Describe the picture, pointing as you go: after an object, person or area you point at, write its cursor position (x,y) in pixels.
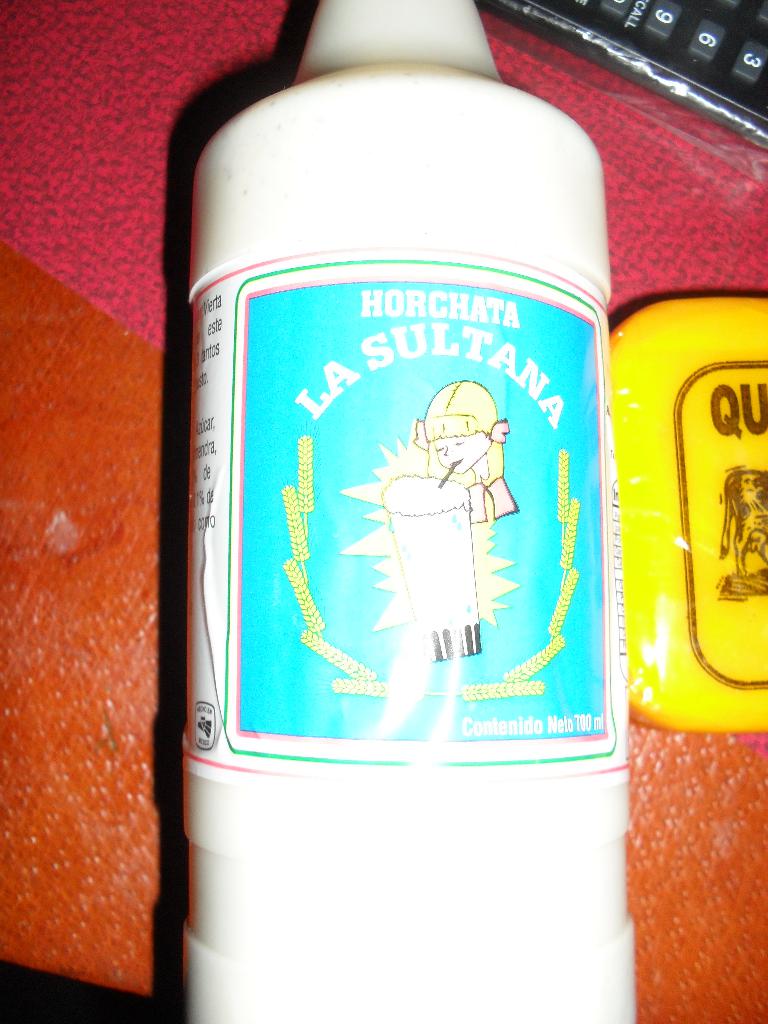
In this picture in the center (361,604) there is bottle (395,503). On the right (760,412) there is a box (765,601). On the top right (748,67) keypad (668,46) is visible. There is a red color thing (92,117).
